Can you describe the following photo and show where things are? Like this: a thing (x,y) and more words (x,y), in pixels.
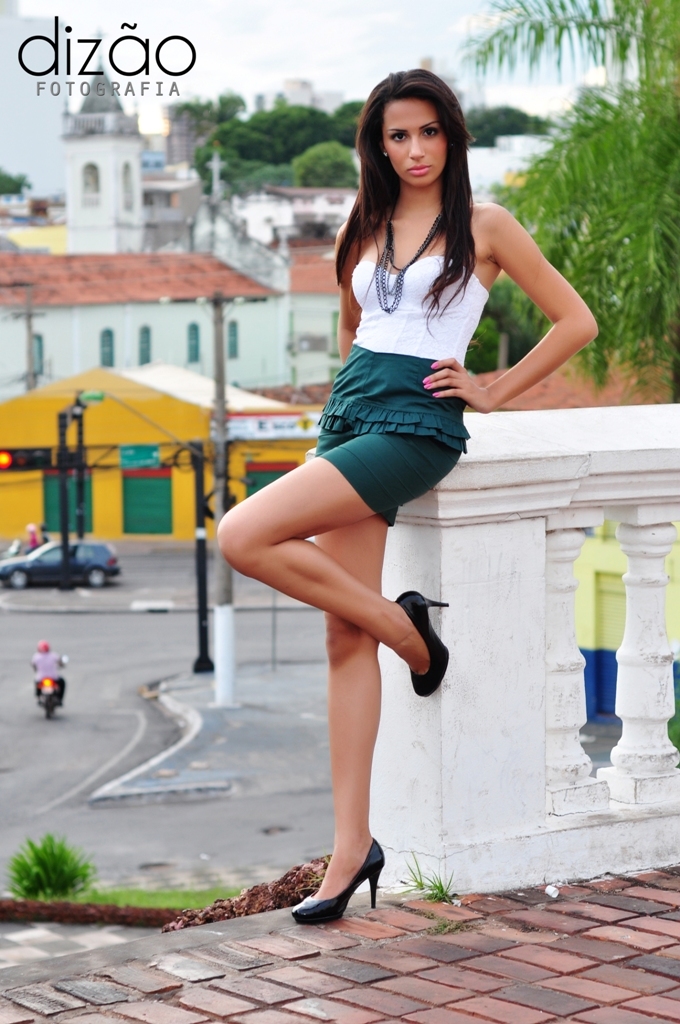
In this image there is a lady (391,473) leaning to a railing (572,410), in the background (69,724) there is a road (150,635), on that road (125,577) there are cars (86,570) and bikes (62,692) and there are houses (253,201), trees (341,154), in the top left (143,94) there is text (121,50).
